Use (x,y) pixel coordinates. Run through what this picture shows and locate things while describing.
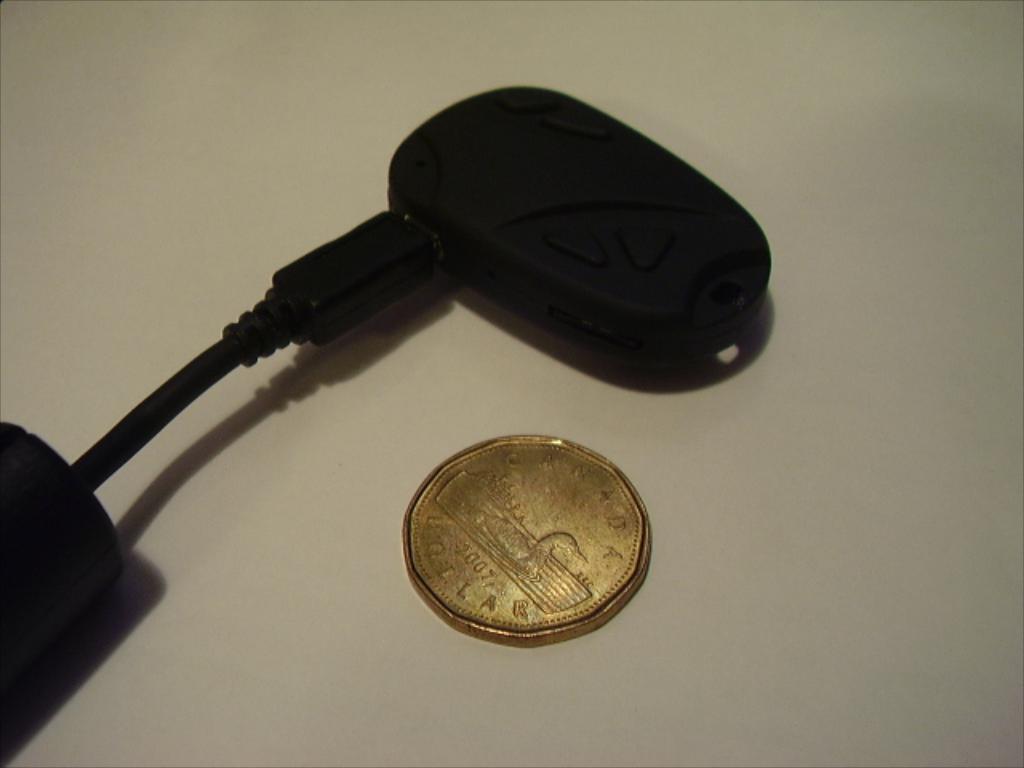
This is the coin (497,539), which is gold in color. This looks like an electronic device (491,244), which is black in color with the cable (272,314) attached to it. The background (209,119) looks white in color.
